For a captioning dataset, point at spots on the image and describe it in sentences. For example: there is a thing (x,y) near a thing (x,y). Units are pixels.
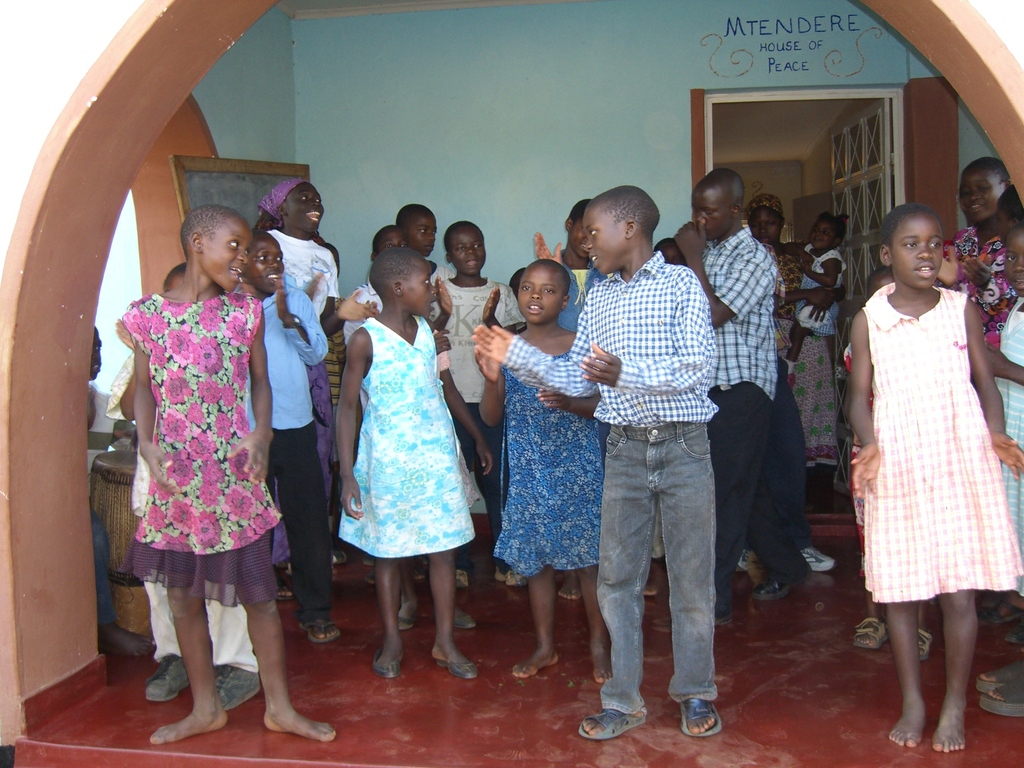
As we can see in the image there is a blue color wall (536,194), few people (505,307) standing here and there, board (201,189) and a door (853,141).
